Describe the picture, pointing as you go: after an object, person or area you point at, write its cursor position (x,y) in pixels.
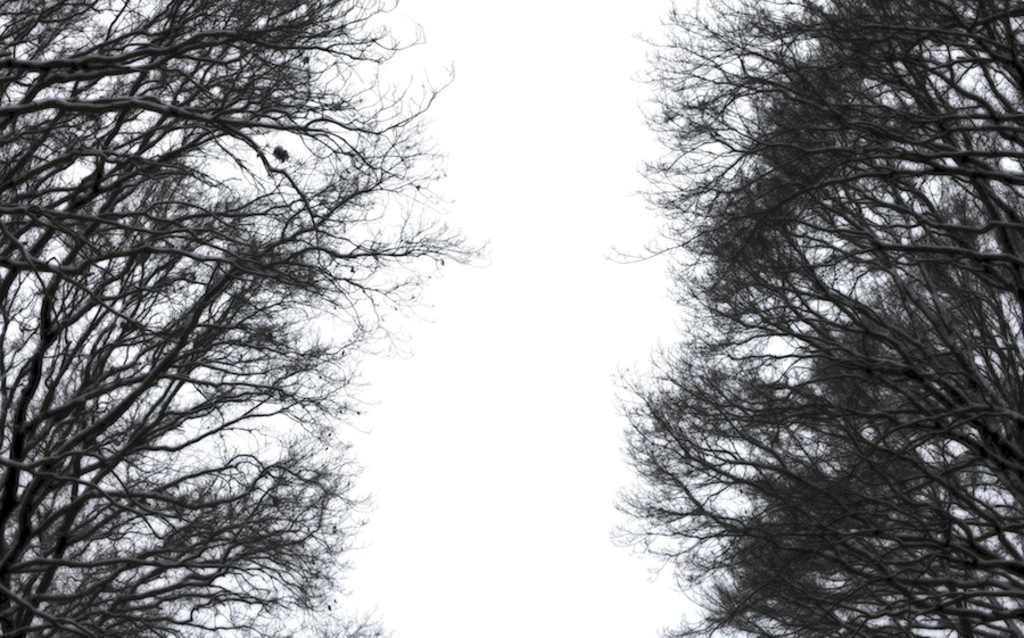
In the picture we can see a part of the tree (323,609) on both the sides and in the middle (561,238) we can see a part of the sky (556,268).
